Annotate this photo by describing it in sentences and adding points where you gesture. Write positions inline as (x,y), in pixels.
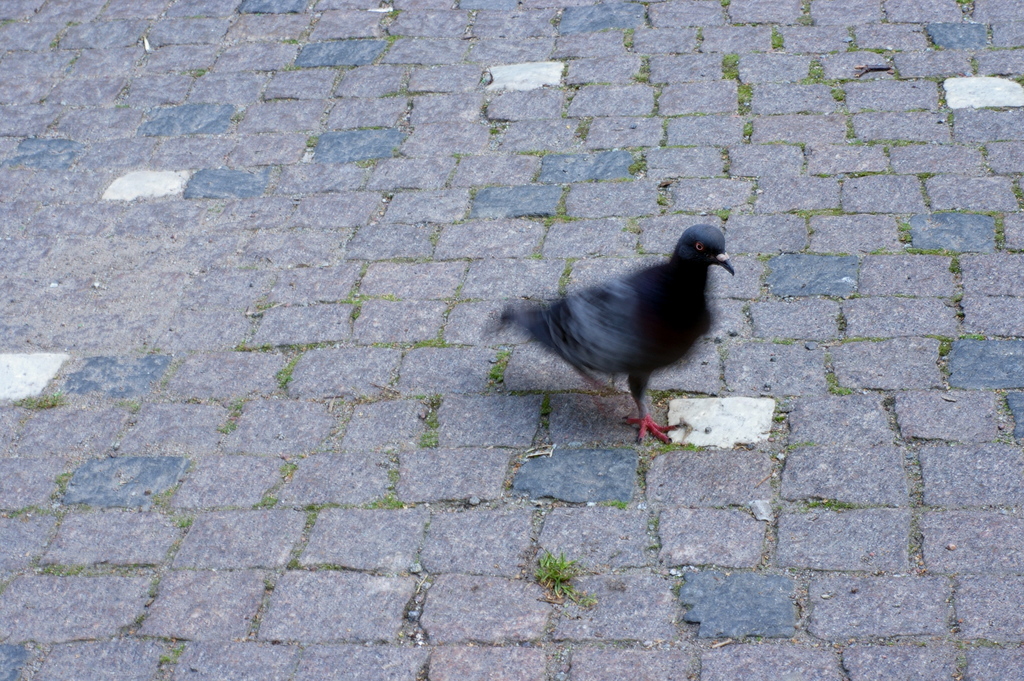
In this image in the center (671,313) there is one pigeon (633,305), at the bottom (258,564) there is a walkway (197,594).
